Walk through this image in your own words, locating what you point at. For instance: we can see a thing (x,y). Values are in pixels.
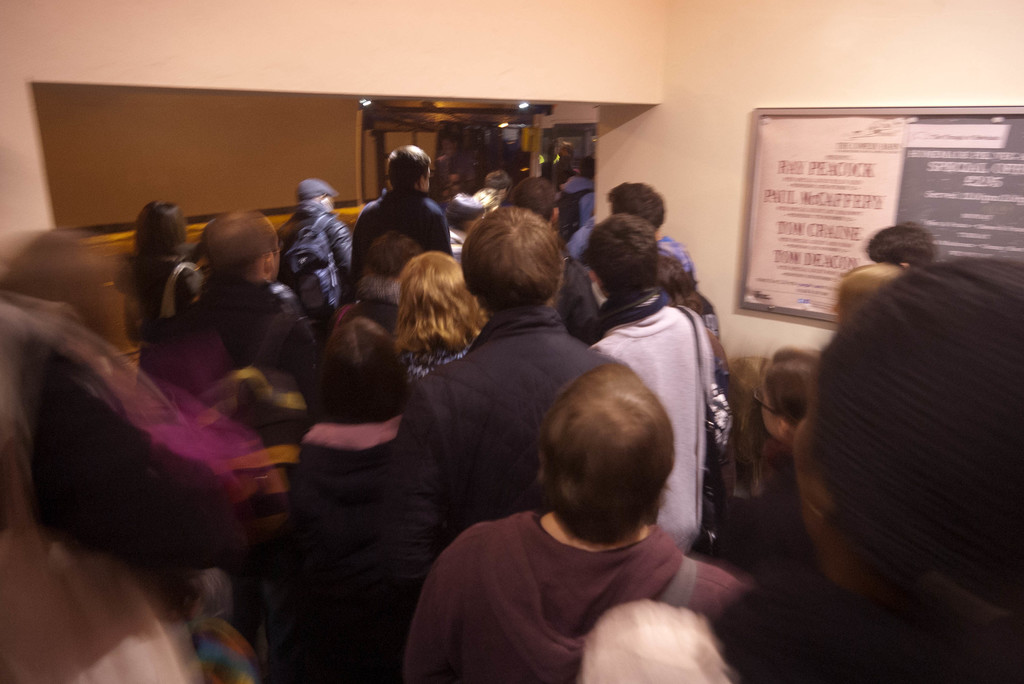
In this picture there are people (344,244) and we can see board (767,136) on the wall (706,113). In the background of the image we can see lights (505,124).
